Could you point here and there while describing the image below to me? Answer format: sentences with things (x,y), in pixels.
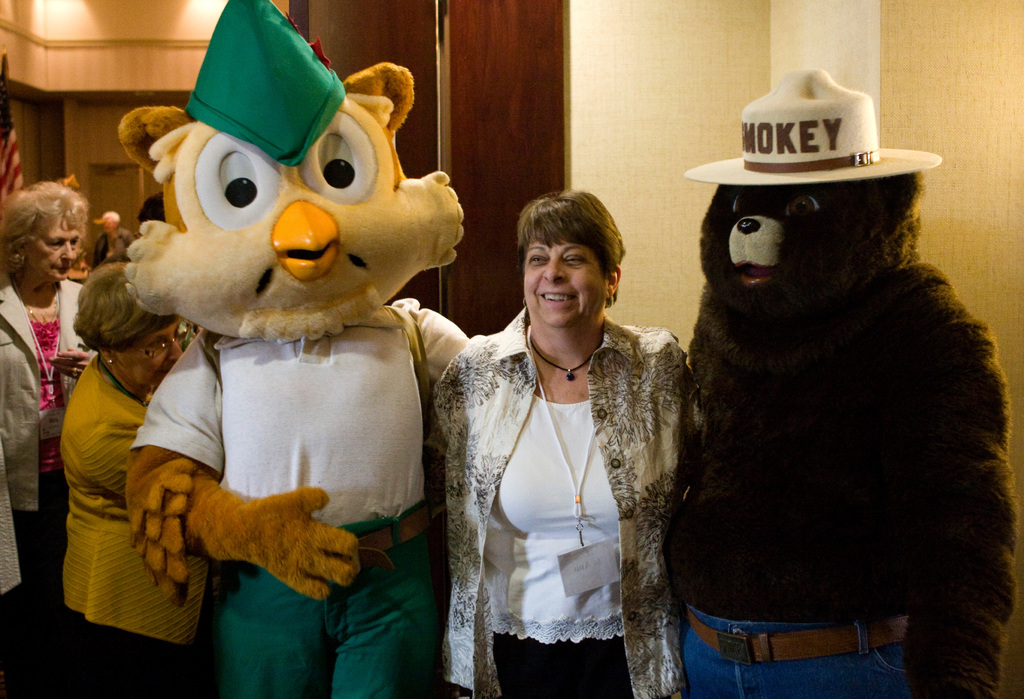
In this picture we can see a group of people (832,613) where two of them wore masks (298,226) and a woman (676,678) smiling and in the background (469,190) we can see wall (645,112).
